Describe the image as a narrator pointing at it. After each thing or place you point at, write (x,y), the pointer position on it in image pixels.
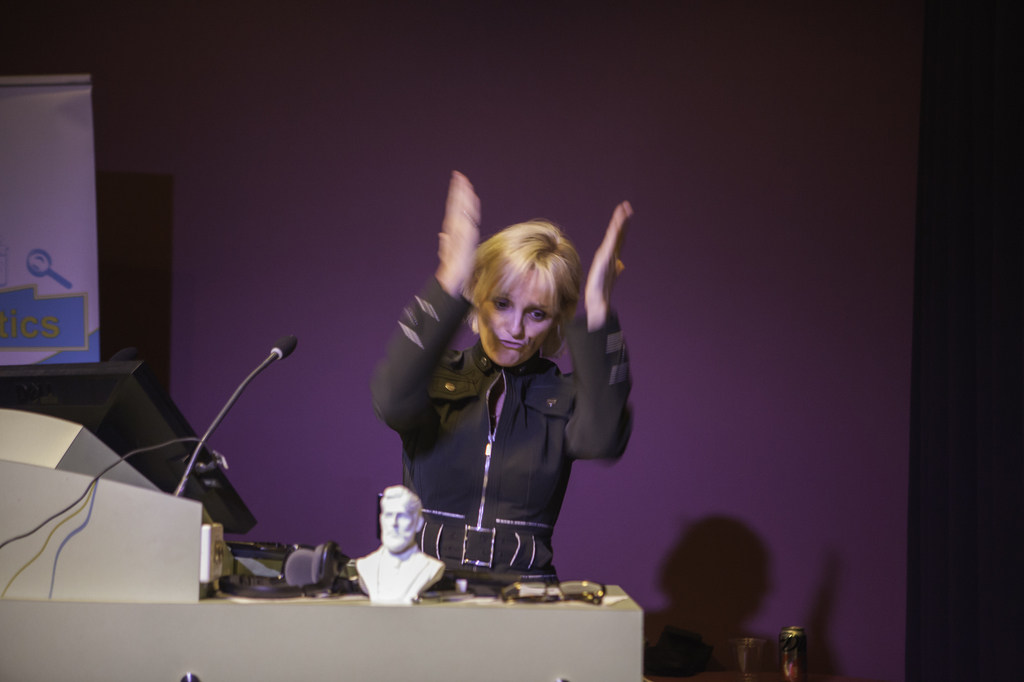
In this image I can see a lady (514,374) standing, in front of her there is a table (587,640) where we can see some objects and computer (16,371), behind her there is a banner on the wall (229,297).
